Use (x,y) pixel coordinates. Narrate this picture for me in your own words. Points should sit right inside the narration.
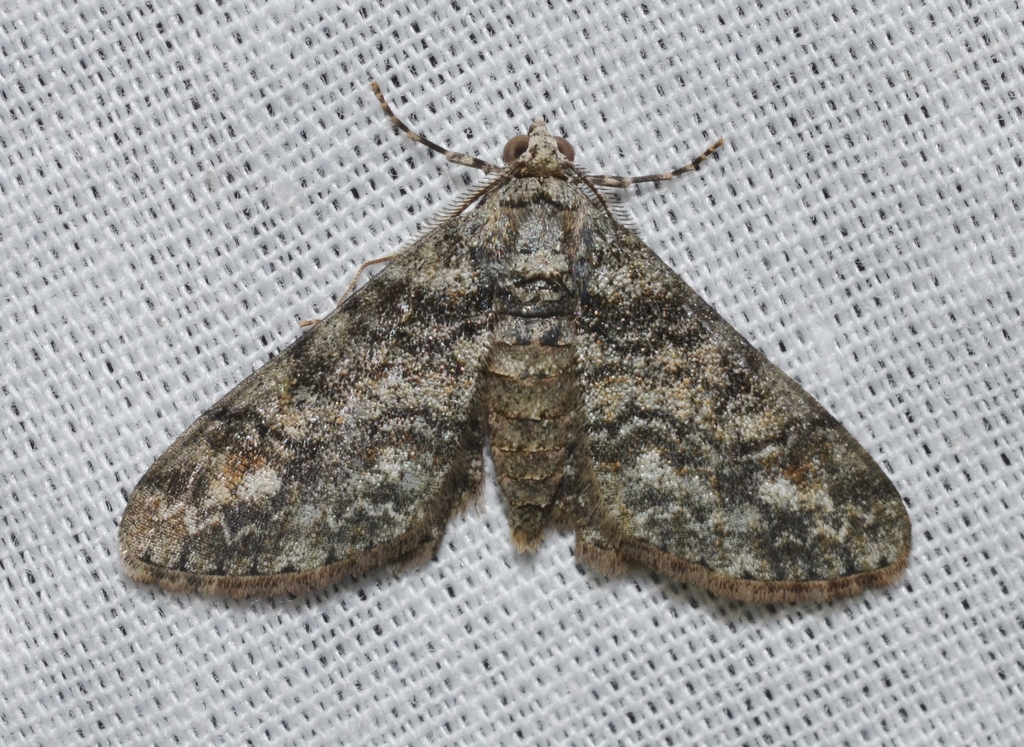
In this image there is a moth (453,448) in the center (472,386), which is on the white colour surface (374,583).
